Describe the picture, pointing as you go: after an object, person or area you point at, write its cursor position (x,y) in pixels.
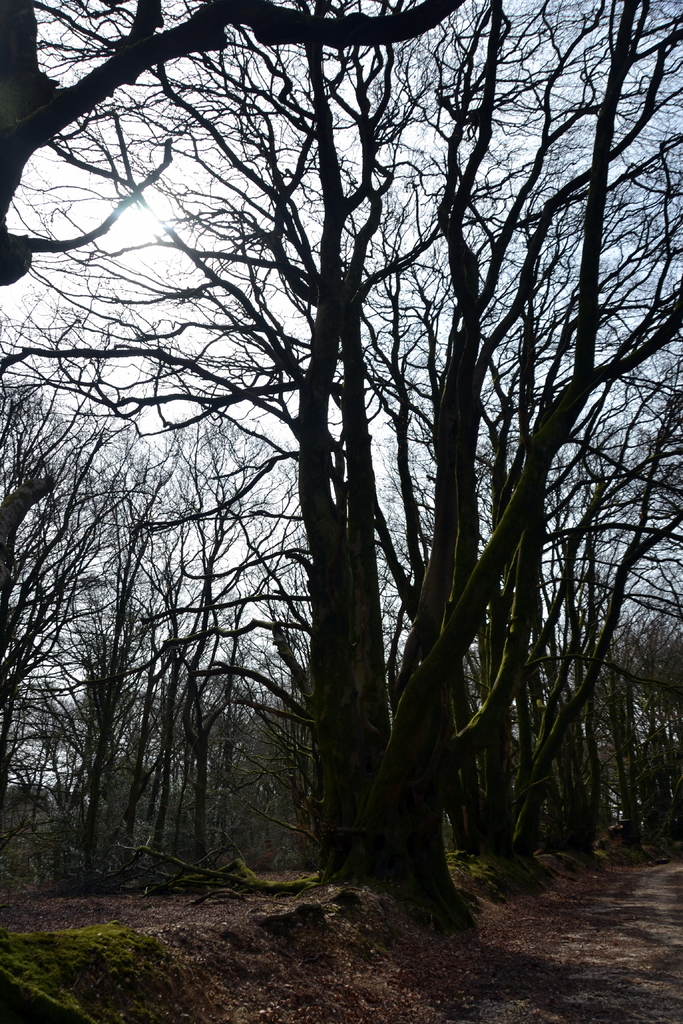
In this picture we can see the sky (669,392) and trees (474,568). This is a forest area (372,808).
